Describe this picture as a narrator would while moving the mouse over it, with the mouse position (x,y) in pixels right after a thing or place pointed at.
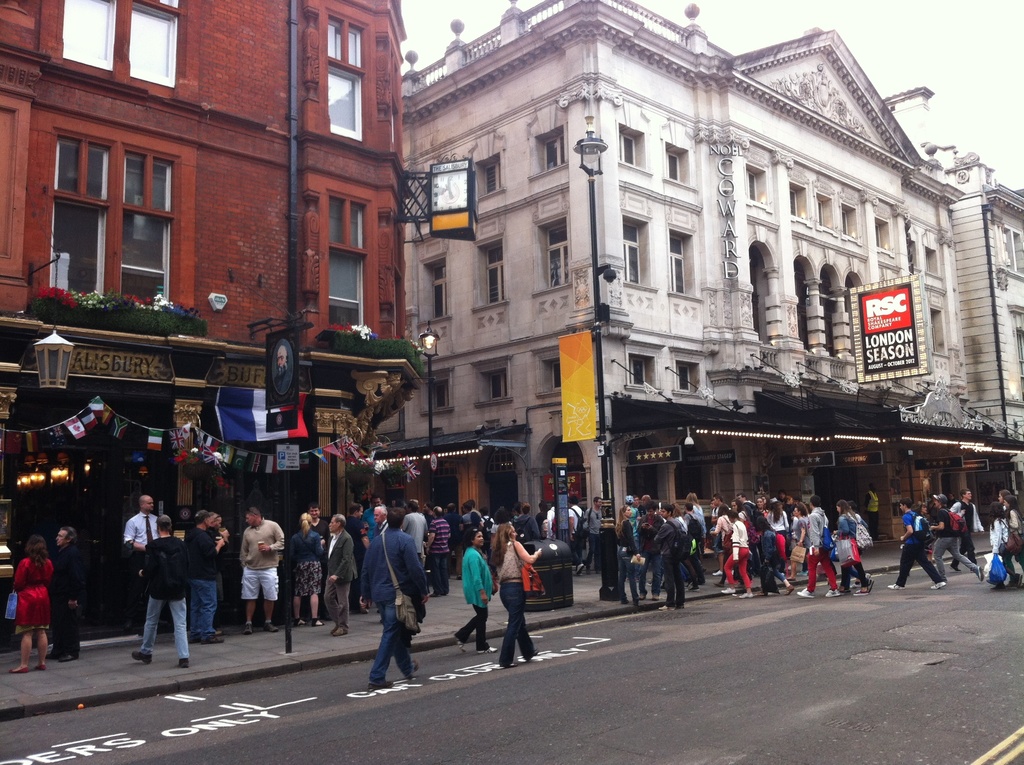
In this picture we can see the buildings (638,289), boards (887,288), poles (594,232), lights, flags (225,403), plants (76,295), flowers (138,308), stores (132,417) and a group of people (632,515). At the bottom of the image (705,608) we can see the road (763,749). At the top of the image (769,40) we can see the sky (984,35).
